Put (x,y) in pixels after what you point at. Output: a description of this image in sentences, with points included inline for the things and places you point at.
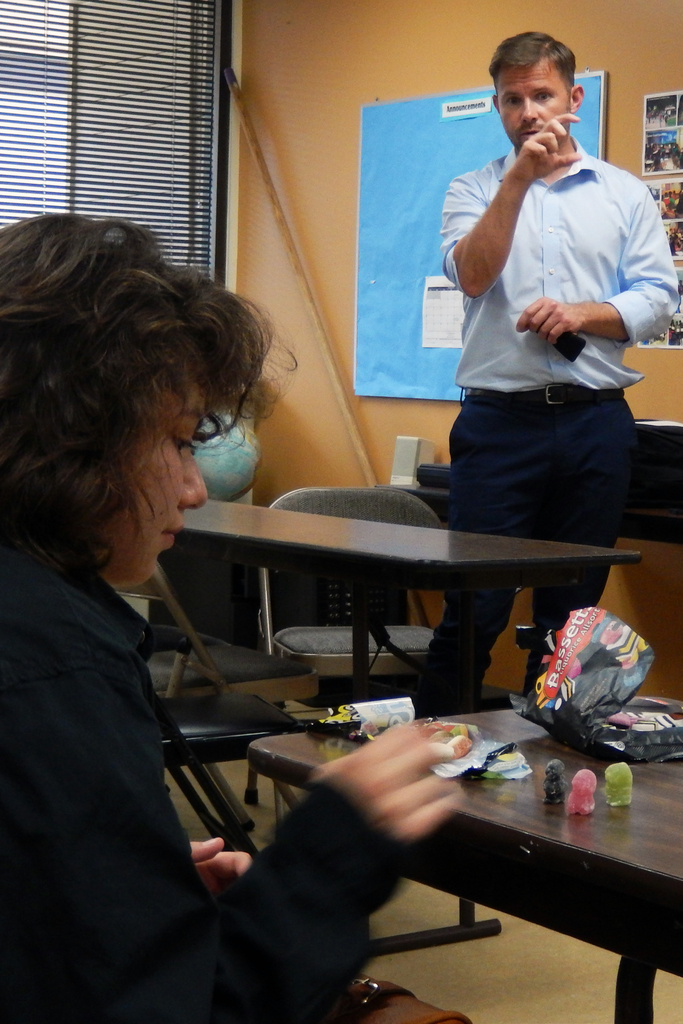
This image is clicked in a room (391,188). There is window blind (124,124) on the top left corner (173,132). There is a board (415,299) in the middle (363,398) to the wall (624,1). There are two persons (538,206) in this image left side (226,334) there is women (163,438), right there is men (527,419) and there are tables (447,719) here. Women (422,749) placed something on the tables (656,775). There also chairs (270,676) in this image.
